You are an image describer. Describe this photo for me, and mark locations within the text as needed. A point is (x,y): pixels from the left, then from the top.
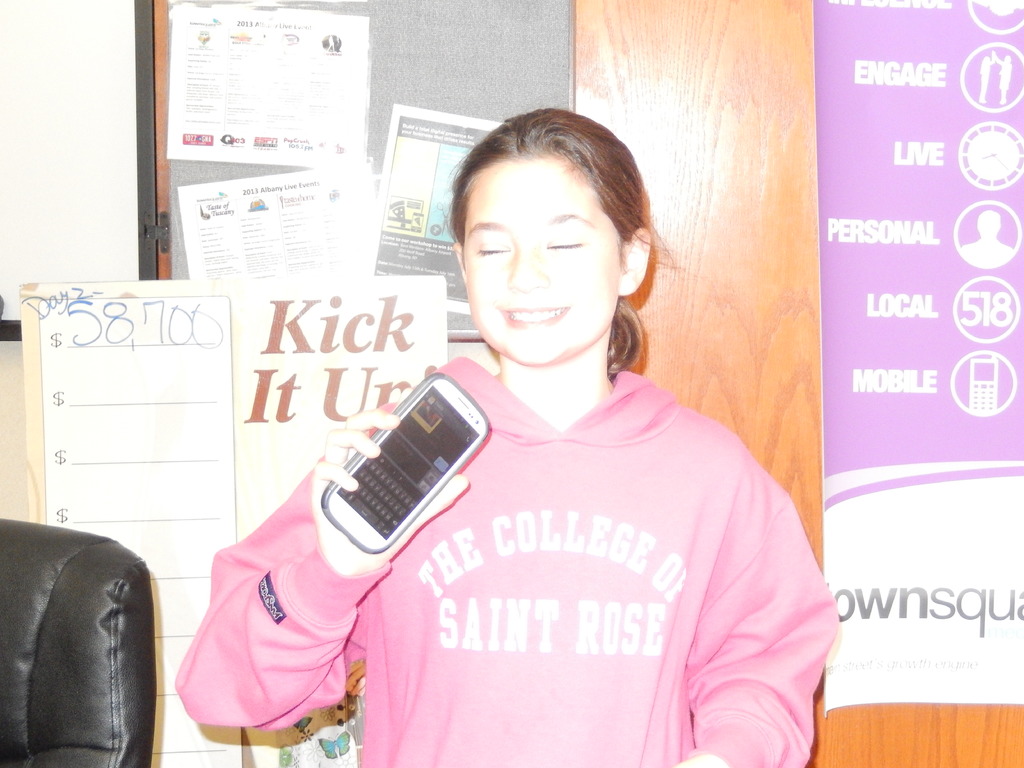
Girl (551,556) in pink jacket (481,587) is holding mobile phone (361,525) in her hands (334,545) and she is smiling. Beside her, we see a black sofa (57,614) and behind that, we see charts (126,337) which are pasted on the wall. Beside these charts (213,194), we see a white board (62,166).
